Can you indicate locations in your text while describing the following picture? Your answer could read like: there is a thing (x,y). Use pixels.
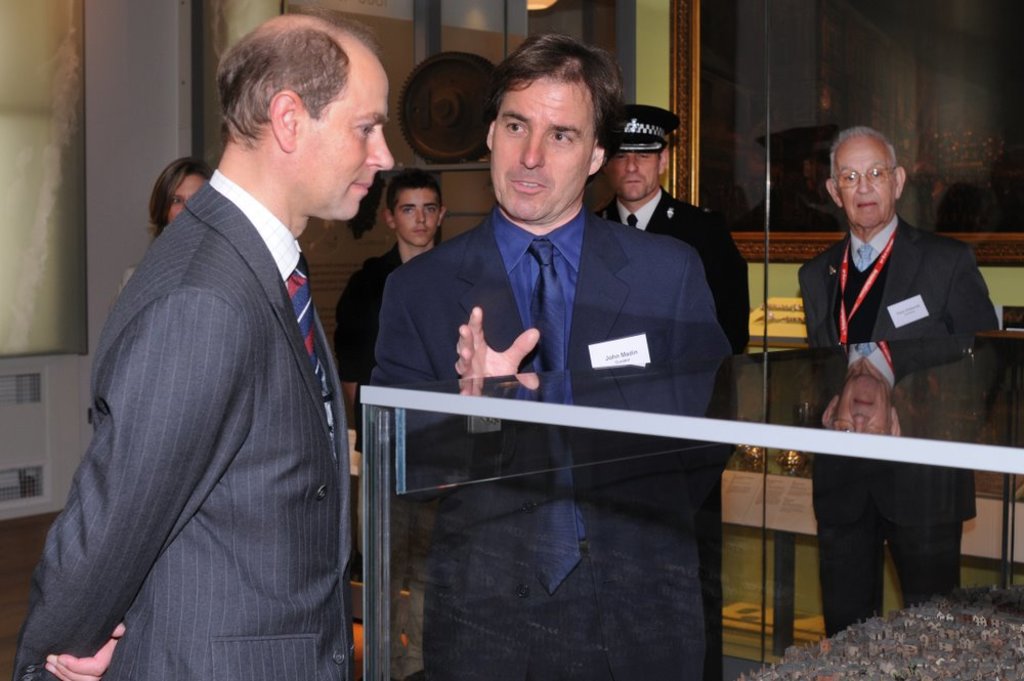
In the center of the image (517,287) we can see many persons (374,342) standing on the floor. In the background (399,42) we can see persons (932,316), photo frame (796,4) and wall (466,21).
